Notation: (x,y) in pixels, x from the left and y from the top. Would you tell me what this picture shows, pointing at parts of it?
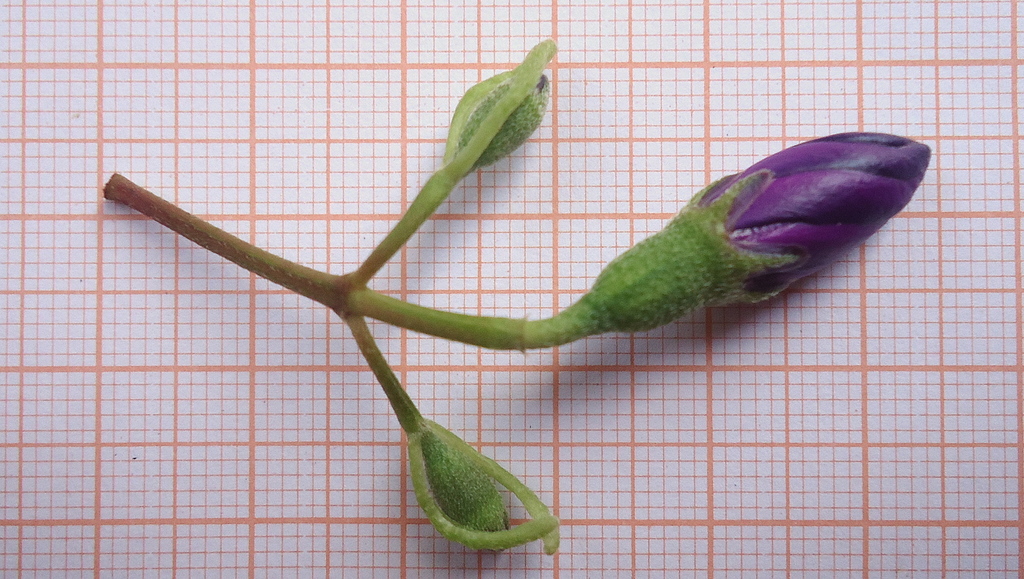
In this image I can see the flower bud (695,249) which is green and purple in color on the paper (599,152) which is white and orange in color.
